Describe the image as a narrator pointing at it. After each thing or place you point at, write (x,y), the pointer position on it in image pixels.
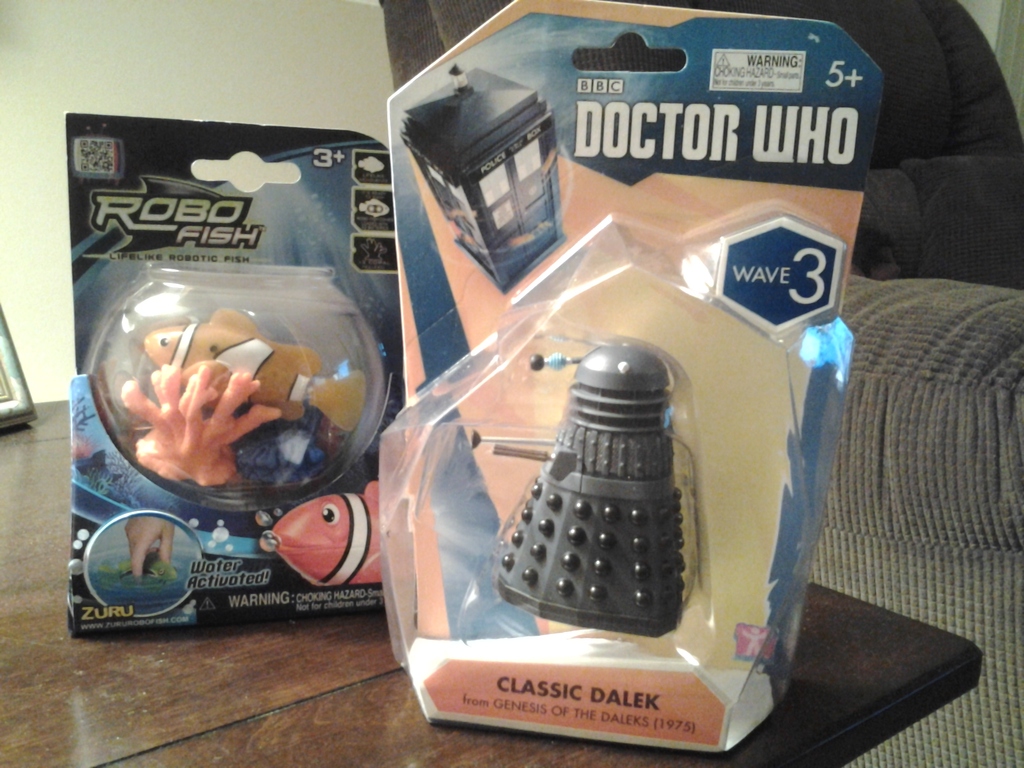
In this picture I can see there are toy fishes (298,525) and a few other toys (616,499) placed on the wooden table (125,698) and there is a couch (914,382) at right side (898,402) and there is a wall (79,74) in the backdrop (179,29).
